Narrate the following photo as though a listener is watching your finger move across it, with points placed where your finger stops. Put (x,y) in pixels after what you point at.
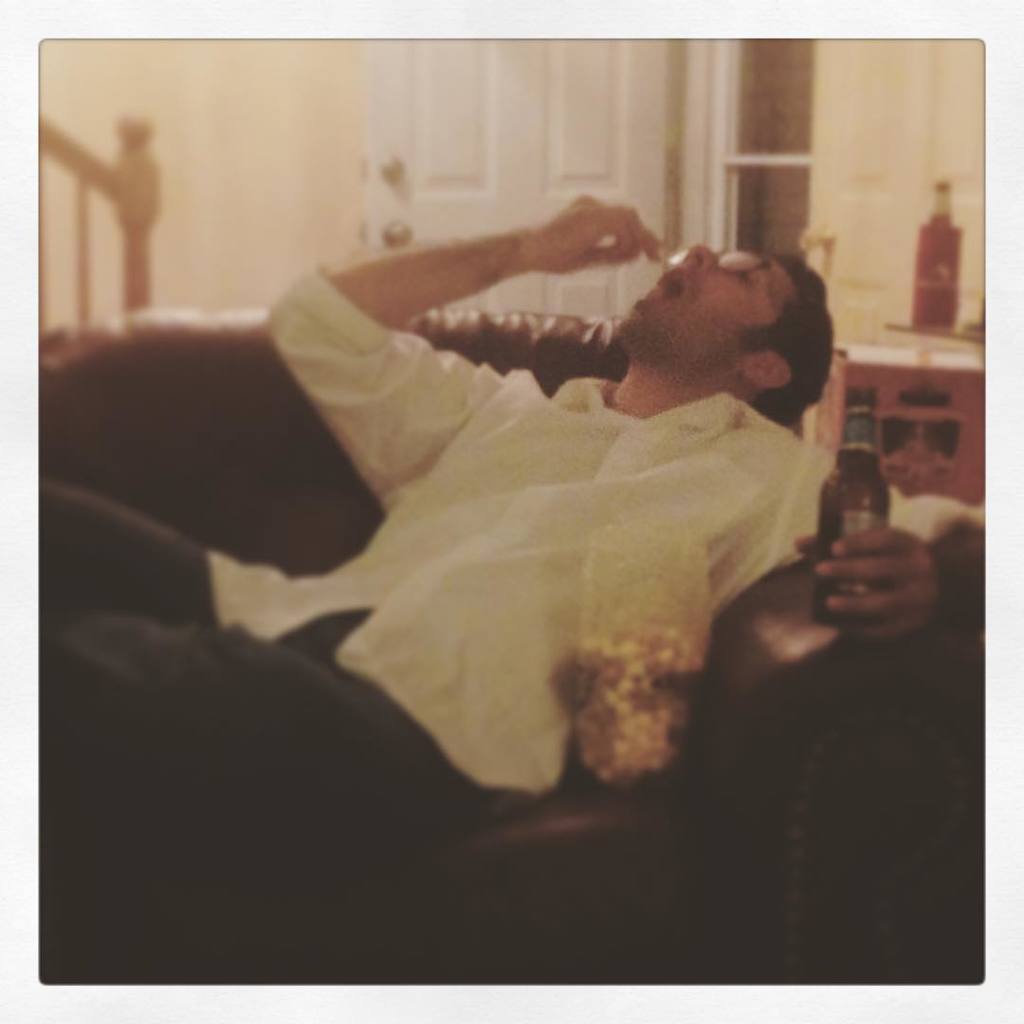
In this image person (380,764) is sitting on the sofa (715,748) by holding the bottle (842,579). Beside him there is a popcorn (593,737). At the back side (538,170) there are stairs (57,163), door (524,162) and we can see a table (923,395) and on top of it there is a bottle (948,272).
